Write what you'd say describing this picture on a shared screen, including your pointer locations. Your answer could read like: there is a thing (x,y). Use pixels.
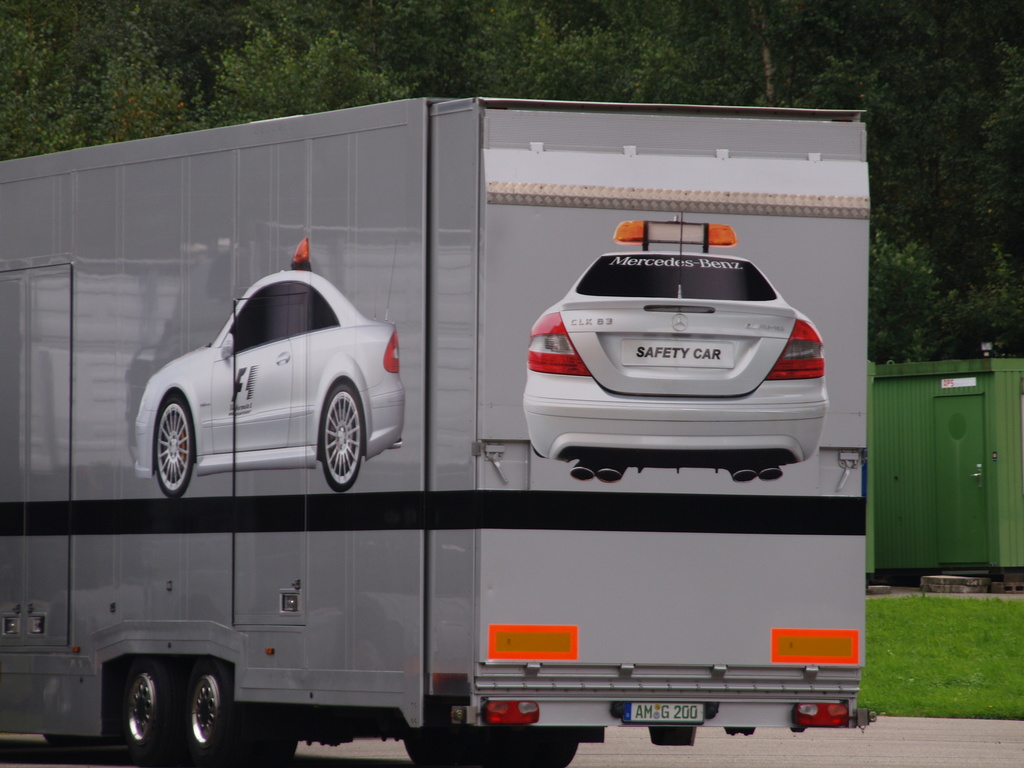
In this picture, I can see a few trees (514,19) and small garden (969,602) after that i can see a truck (854,340) and they are two car images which is drawn on truck (401,244) and finally i can see a door (950,406).
